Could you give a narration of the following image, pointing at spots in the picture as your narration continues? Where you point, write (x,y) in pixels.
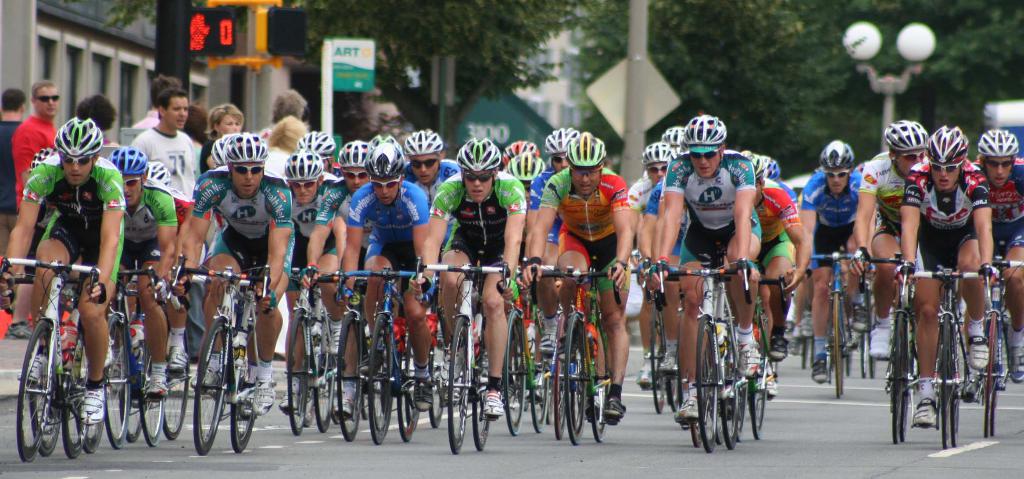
In this image there are few persons (605,323) riding bicycles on the road (630,439). They are wearing goggles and helmets (65,135). Left side (33,143) there are few persons (168,143) standing on the pavement (15,372). Right side (855,54) there is a street light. Middle of the image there is a board (654,103) attached to the pole (629,147). Left side (211,31) there is a pole (176,63) having a traffic light (216,50) attached to it. Beside there is a pole (325,88) having a board (349,71). Background (14,57) there are few buildings (38,68) and trees (997,52).
